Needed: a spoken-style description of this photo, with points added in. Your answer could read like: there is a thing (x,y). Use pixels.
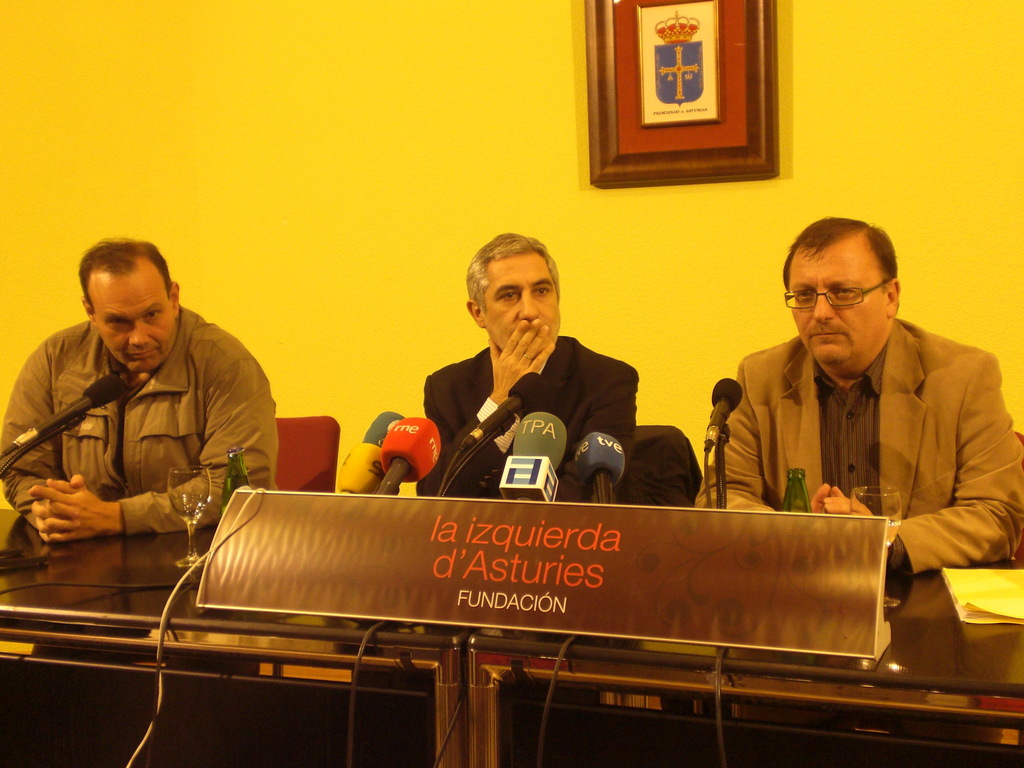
In this picture we can see three men (766,452) sitting on chairs (635,447) sitting in front of a table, there is a board (620,569) here, we can see microphones (461,441) here, in the background (531,157) there is a wall (523,145), we can see a photo frame (603,155) here.
